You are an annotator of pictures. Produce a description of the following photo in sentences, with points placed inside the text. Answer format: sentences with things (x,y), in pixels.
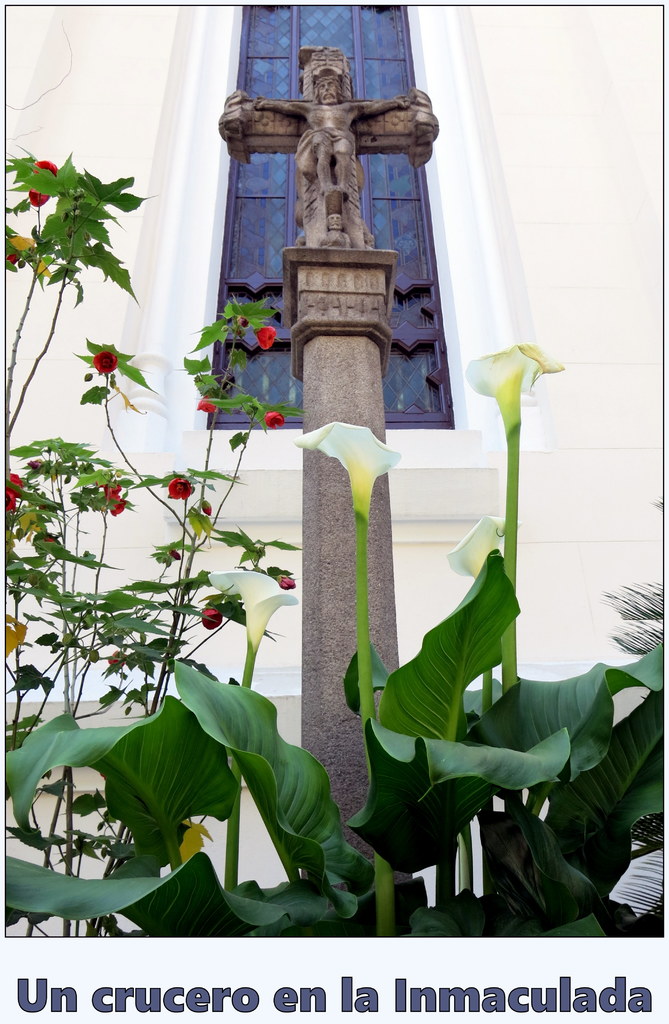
This picture looks like a poster and I can see a building (279,328) and few plants (362,710) with flowers (289,585) and I can see a memorial (343,826) and text (283,1008) at the bottom of the picture (282,995).
